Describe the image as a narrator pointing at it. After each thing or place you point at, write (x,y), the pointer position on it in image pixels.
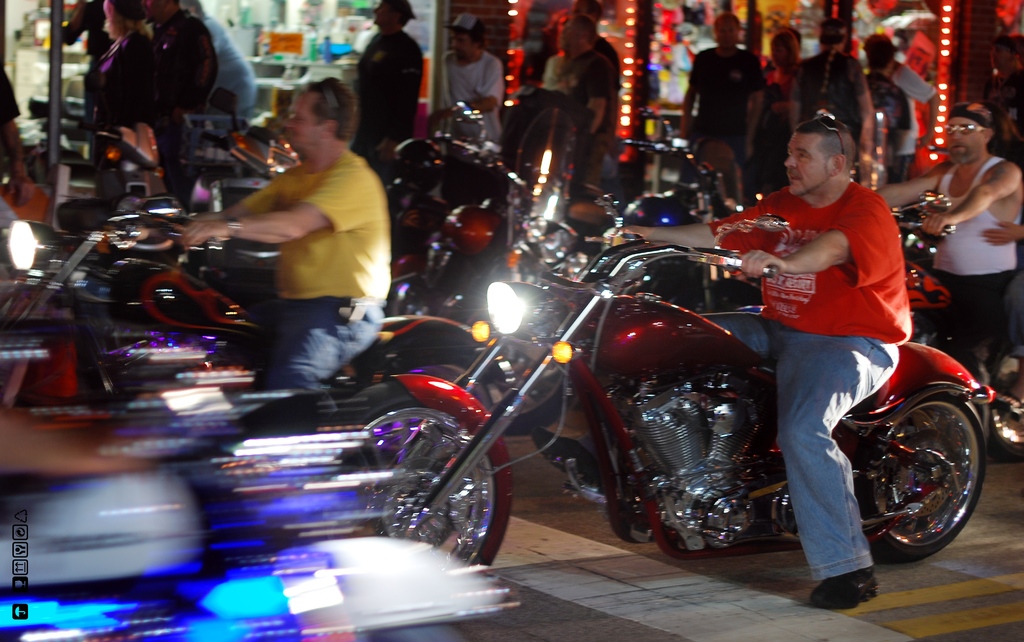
Here we can see a motor bicycle (683,150) on the road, and here a group of people (235,85) standing.
